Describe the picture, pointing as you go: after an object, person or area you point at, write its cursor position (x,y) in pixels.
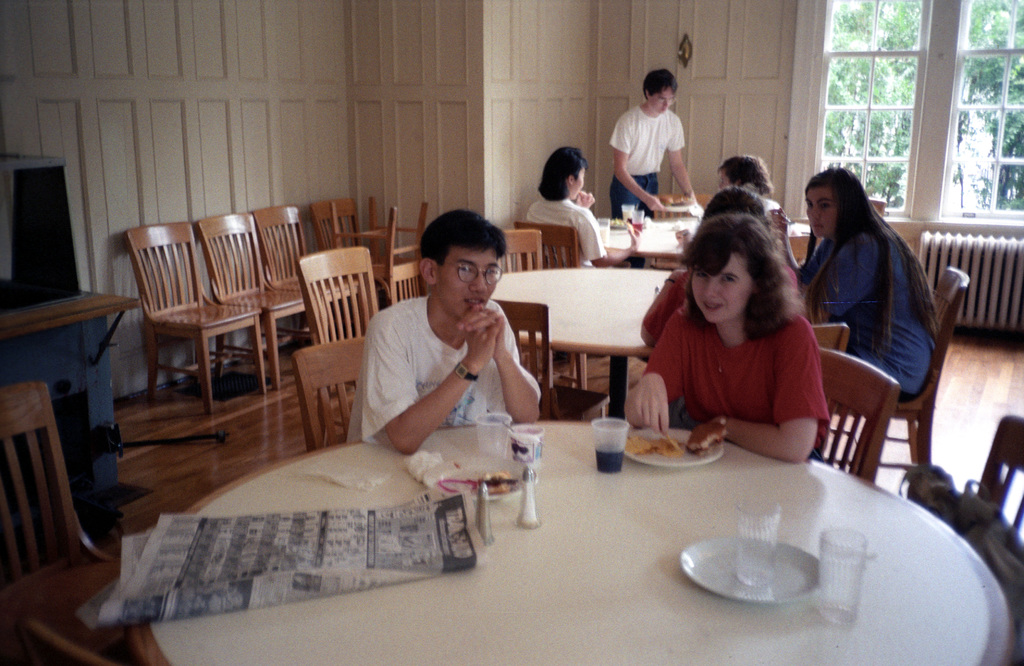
In this picture to the front of the table (679,481) there is a lady (748,364) with red t-shirt (746,372) is sitting on the chair (839,409). In front of her there is a plate (680,457) with food item (712,428) on it. To the side the plate (631,456) there is a glass (605,451) with soft drink (614,459) in it. And beside her there is a man (407,358) with white t-shirt (409,357). In front of him there is a glass (501,433) and a white color cup (531,437). On the table (594,579) there is a plate (720,579) to the right corner (779,585). On the plate (728,551) there is a glass (745,530) and beside the plate (800,572) there is another glass (837,565). And to the left of the table (276,537) there is a newspaper (344,549). In the background (656,332) there are some people (862,240) sitting. and a man (645,149) with white t-shirt (646,136) is standing. To the right top corner (894,73) there is a window (917,80). And to the left corner (257,234) there are some chairs (282,232).
